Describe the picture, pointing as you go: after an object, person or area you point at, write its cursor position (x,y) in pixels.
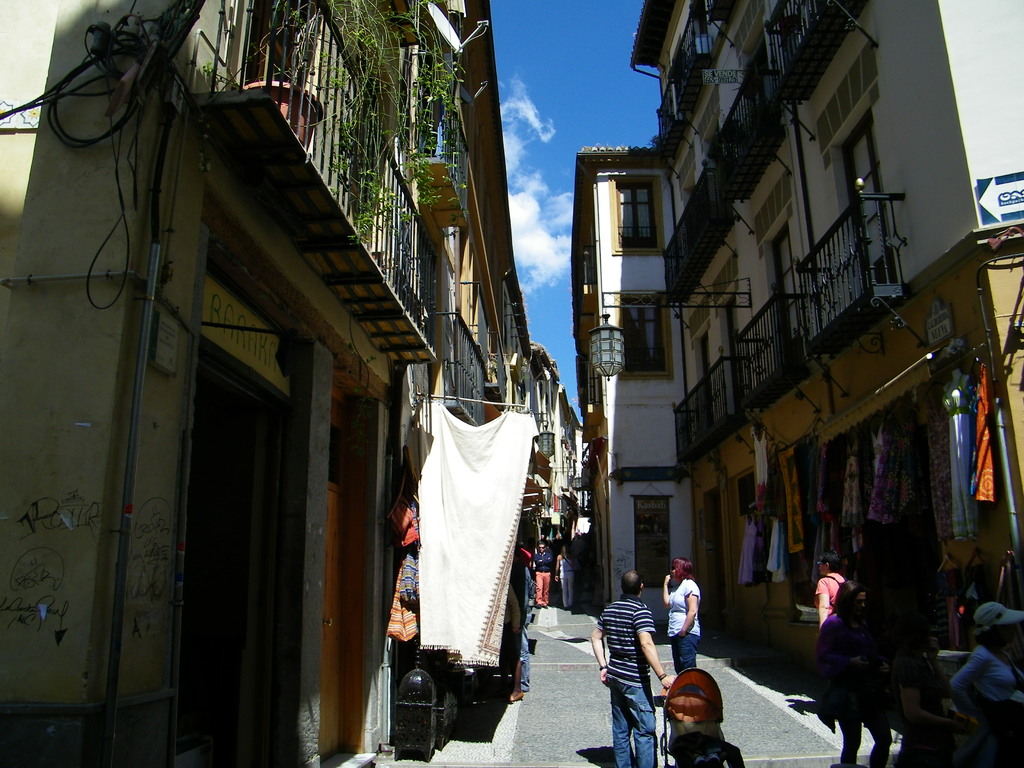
In this picture we can see buildings (658,199), wall (629,385), windows (793,272), grills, doors (793,272), cloths (463,469), pot (285,88), plants (357,118), wires (150,55), pipe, dish (449,34), boards (988,210) are there. At the bottom of the image (768,708) we can see some persons (842,661), trolley (681,676), road (737,704) are there. At the top of the image (541,82) clouds (521,168) are present in the sky (539,97).
